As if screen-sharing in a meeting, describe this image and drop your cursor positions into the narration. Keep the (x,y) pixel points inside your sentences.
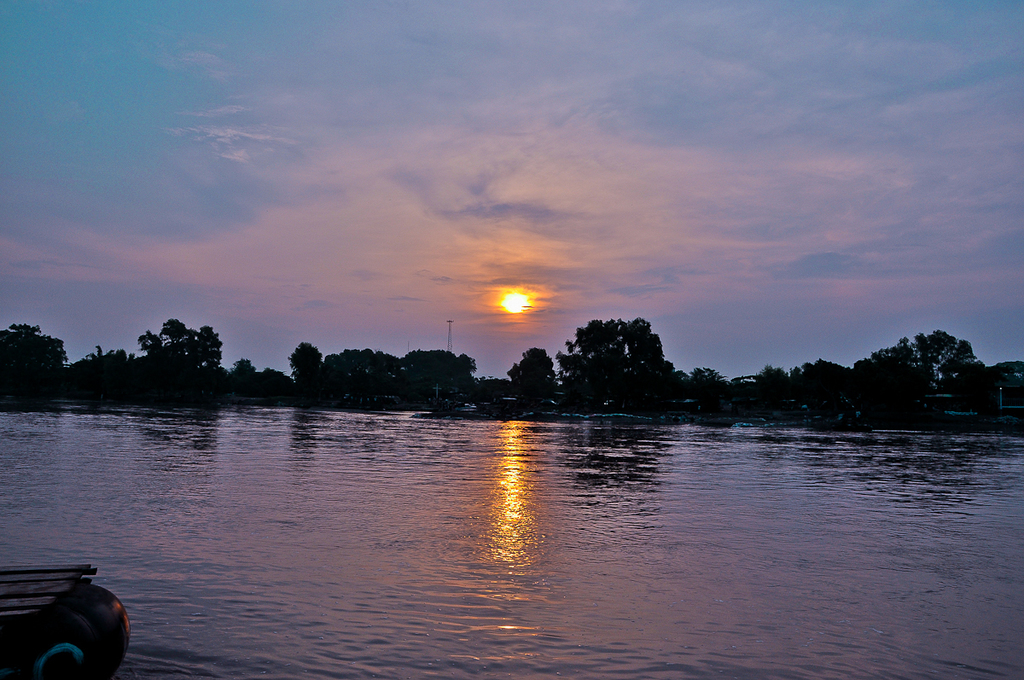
This picture shows few trees (31,392) and water (614,437) and a cloudy sky (564,196) and we see sunlight (524,288).
